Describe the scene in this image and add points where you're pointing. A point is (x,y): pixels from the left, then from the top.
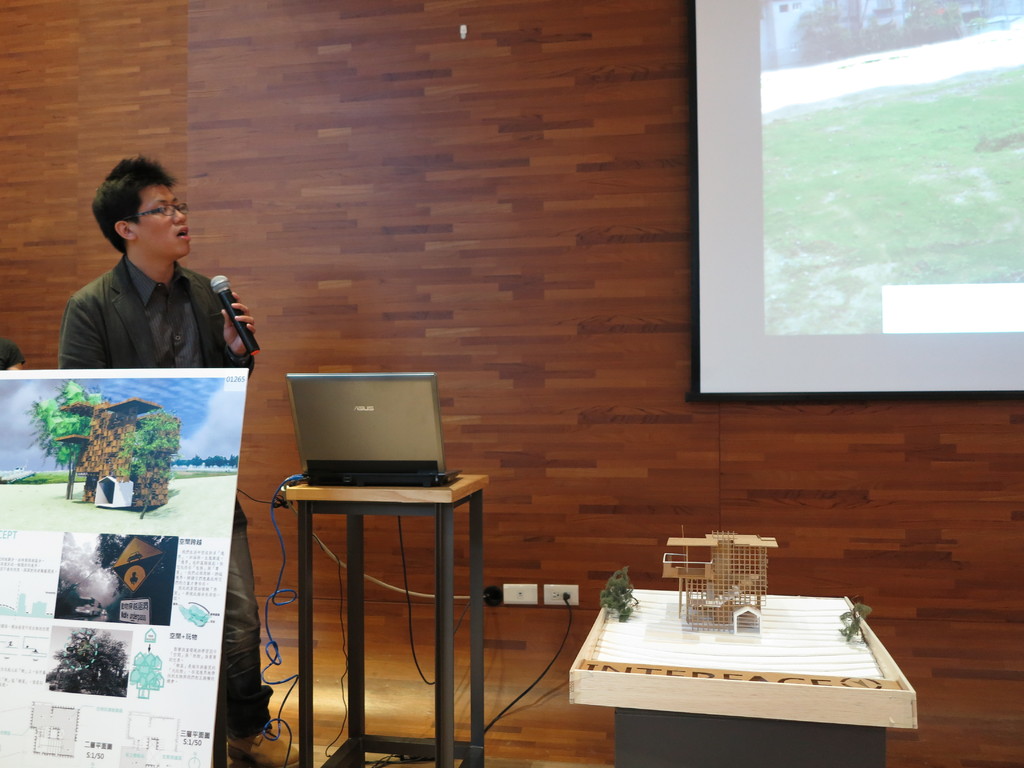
In this picture there is a poster (144,588) and a table (362,522), a laptop (424,462) on top of it. A guy (195,342) is explaining with mic (220,283) in one of his hands (237,312). In the background (387,285) there is a wooden wall (595,404).
